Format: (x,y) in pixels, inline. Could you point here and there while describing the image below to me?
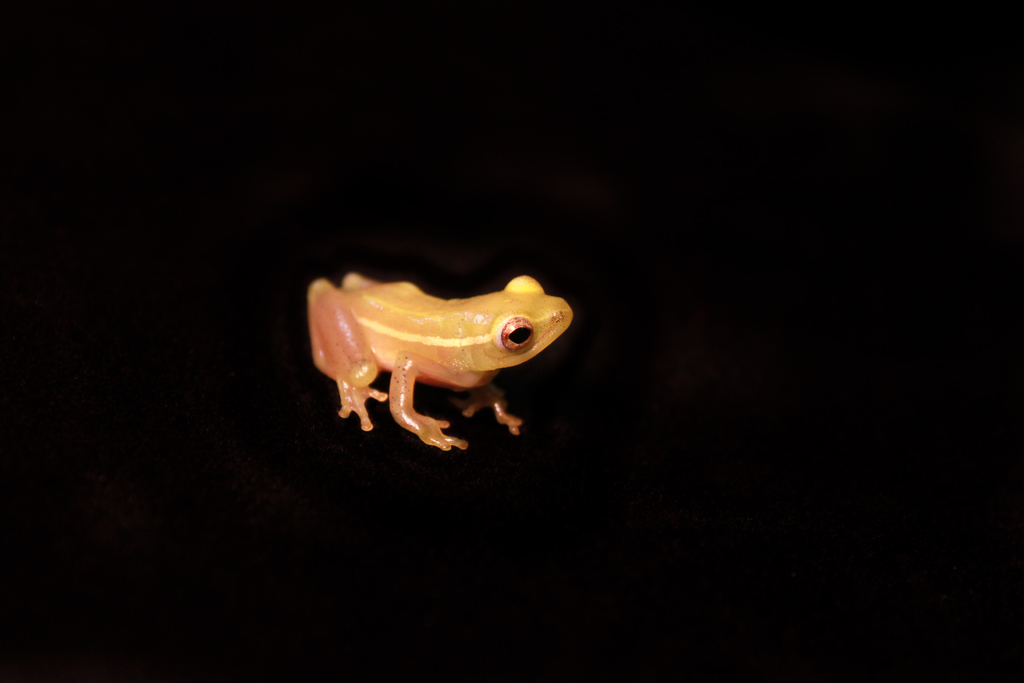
In this picture we can see a tree frog (423,369), there is a dark background (41,265).
